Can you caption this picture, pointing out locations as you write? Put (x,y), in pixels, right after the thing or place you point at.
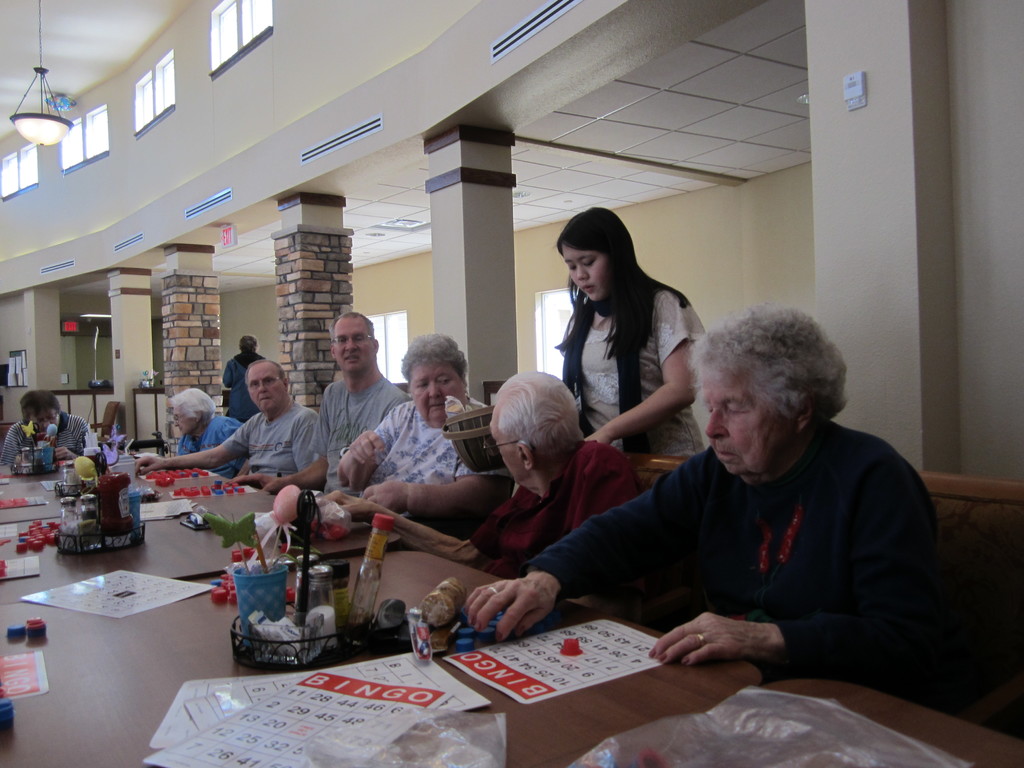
Bottom left side of the image (70,718) there is a table (92,749), on the table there are some papers (44,682) and there are some products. Behind the table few people (510,380) are sitting on chairs (941,522). Top right side of the image (889,134) there is roof (807,162) and wall (108,79), on the wall (96,89) there are some windows (87,118). Top left side of the image (160,17) there is roof (160,17) and light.
